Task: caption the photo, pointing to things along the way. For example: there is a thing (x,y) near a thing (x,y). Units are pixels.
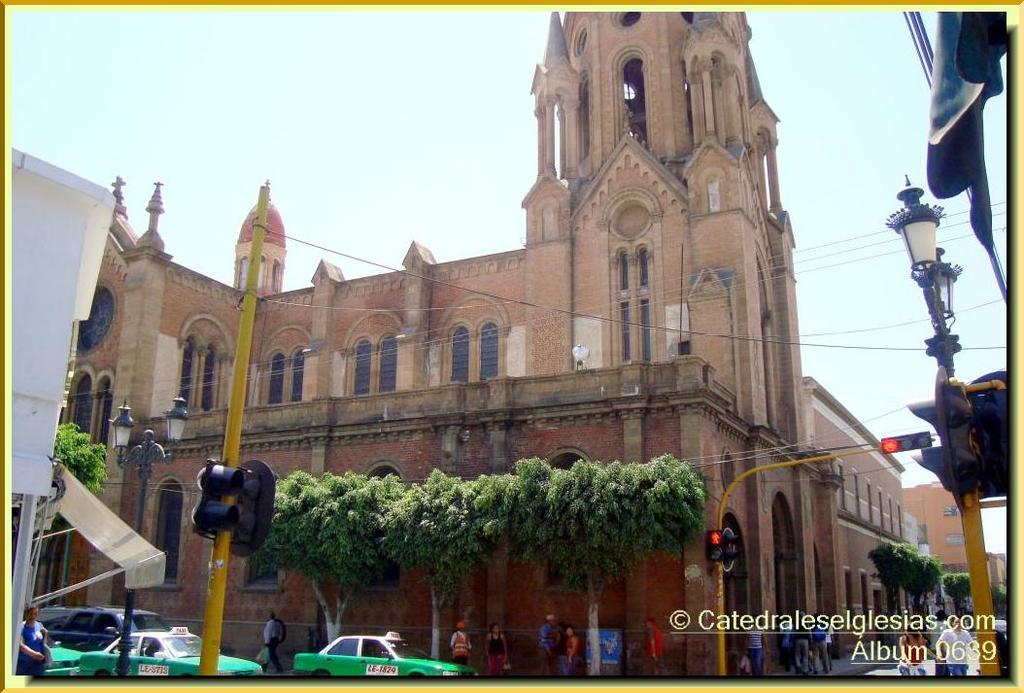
This is the building (687,329) with windows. These are the trees (334,523). I can see the street lights (130,465). These are the cars (171,642) on the road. There are few people (494,672) walking. These are the traffic signals (710,536) attached to the poles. This is the watermark (923,643) on the image.
